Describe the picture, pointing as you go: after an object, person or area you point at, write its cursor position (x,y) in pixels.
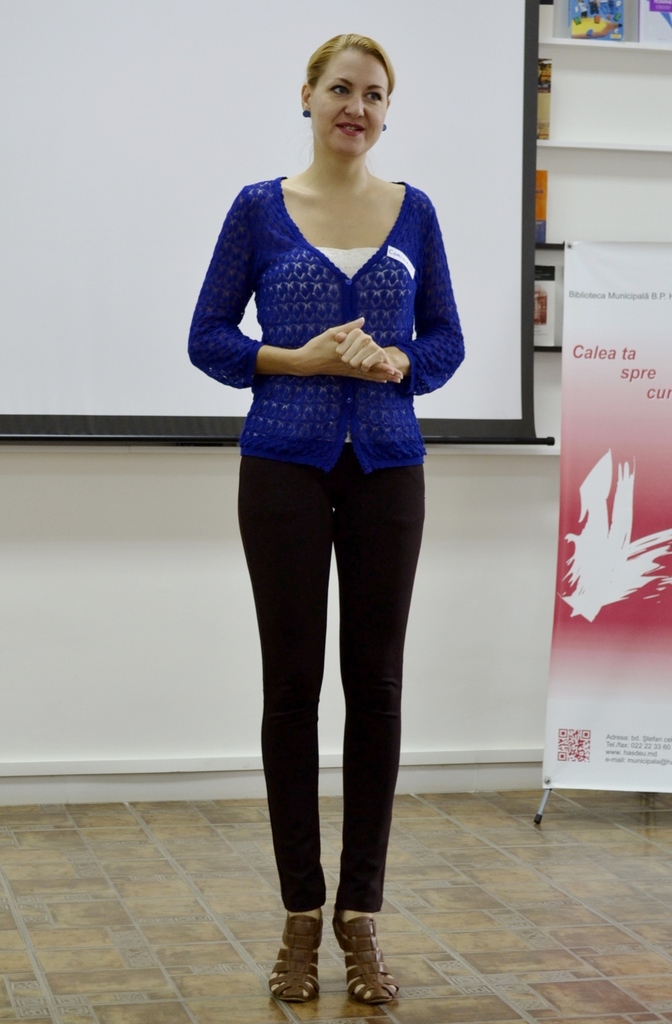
In the image there is a lady (383,968) is standing. Behind her there is a screen (208,50). On the right corner of the image (597,285) there is a banner (588,287). Behind the banner (571,291) there are racks (569,137) with few things (609,22) in it.
